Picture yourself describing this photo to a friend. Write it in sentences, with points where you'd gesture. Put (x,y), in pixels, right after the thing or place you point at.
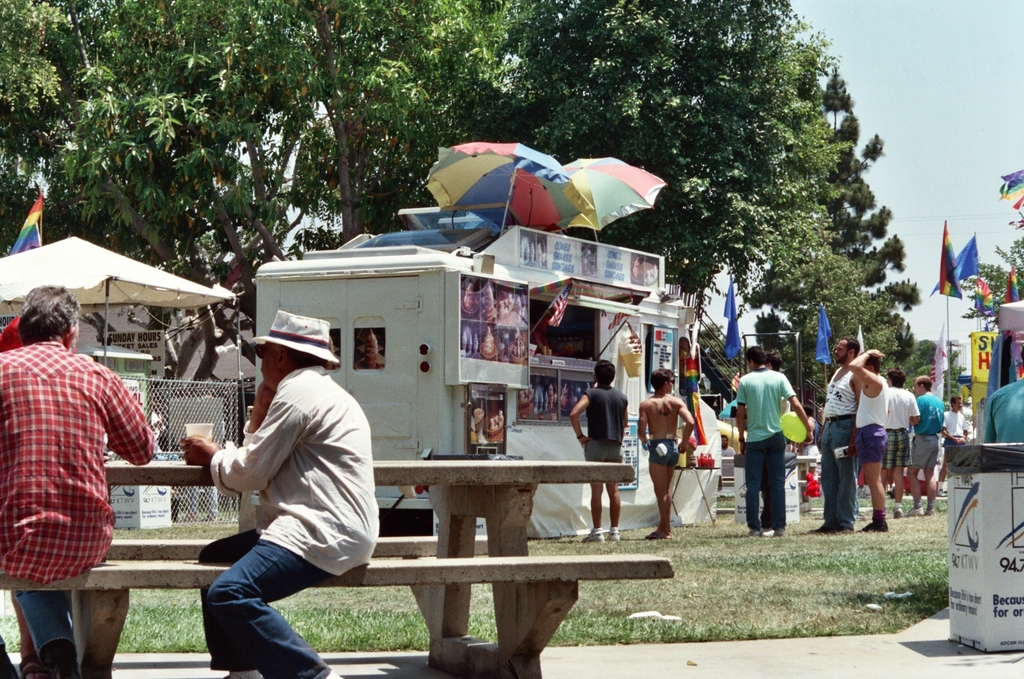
In the image we can see there are 2 people (129,459) sitting on the bench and there are other people (778,410) standing on the ground (776,544). The ground (728,578) is covered with grass (838,564) and there is a dustbin (1021,543) kept on the road (819,668). There is a food court (543,394) and there is a tent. There are flags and there are umbrellas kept on the food court (605,355). Behind there are trees (731,53) and there is a clear sky (942,80).
